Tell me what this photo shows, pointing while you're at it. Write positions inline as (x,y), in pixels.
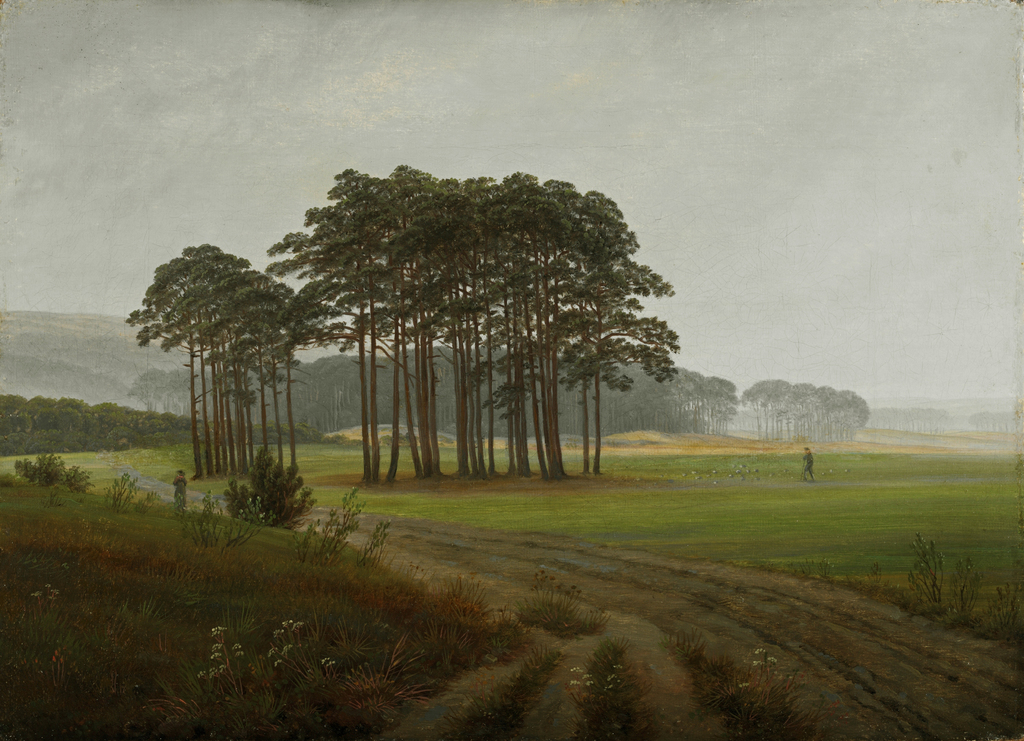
In this image we can see grass (205,624), small plants (376,636), people (806,456) walking here on the road (448,538), trees (563,322), hills (67,354) and the sky (863,182) in the background (861,246).
